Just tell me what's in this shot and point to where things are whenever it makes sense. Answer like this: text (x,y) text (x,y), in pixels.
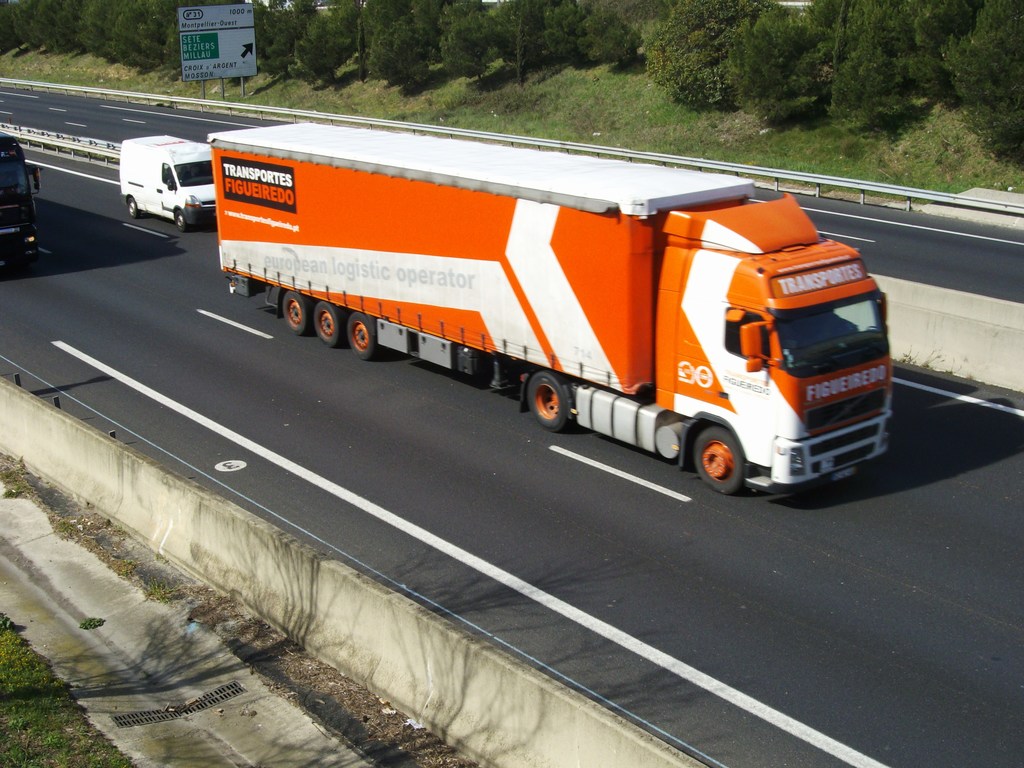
Here I can see few vehicles (242,218) on the road (523,480) which are going towards the right side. On both sides of the road (861,504) I can see the grass (558,105). On the top of the image (559,47) there are some trees (302,5) and a board (224,44).
